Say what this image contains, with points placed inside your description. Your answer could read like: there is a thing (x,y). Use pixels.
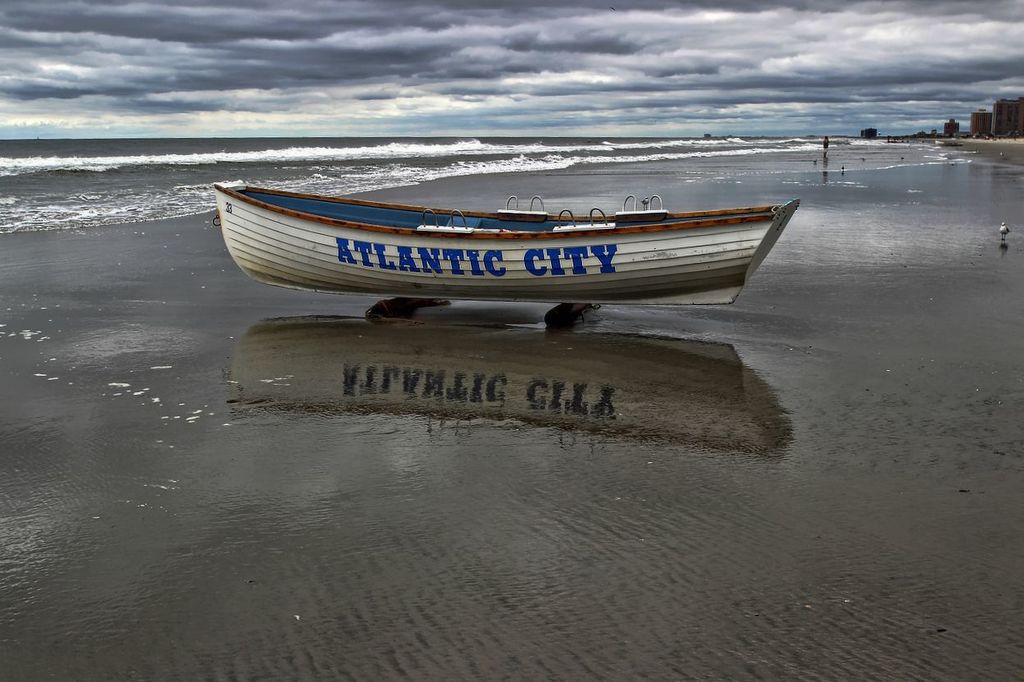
In this image I can see a white color boat (530,289) and on it I can see something is written. In the background (574,185) I can see few birds (901,159) on ground (840,188), water (269,167), cloudy sky (554,42) and few buildings (1014,104).
